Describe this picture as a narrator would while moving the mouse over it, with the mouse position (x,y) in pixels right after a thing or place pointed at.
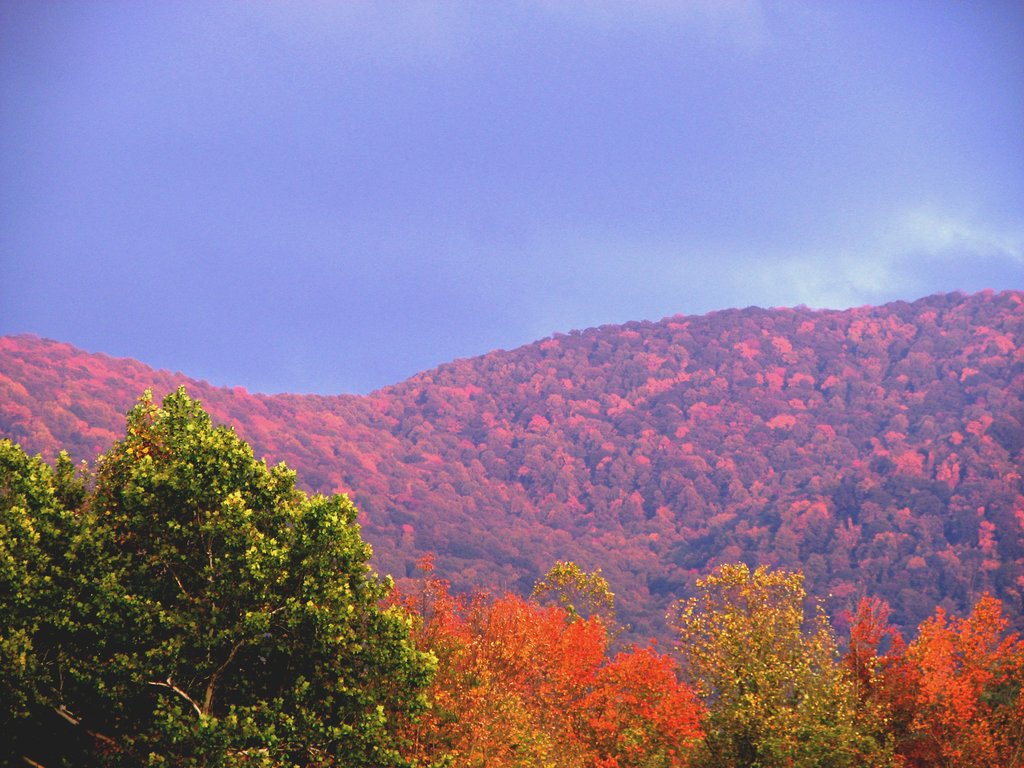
In this picture we can see trees (349,754), mountains (990,365) and in the background (930,160) we can see the sky (566,203) with clouds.
